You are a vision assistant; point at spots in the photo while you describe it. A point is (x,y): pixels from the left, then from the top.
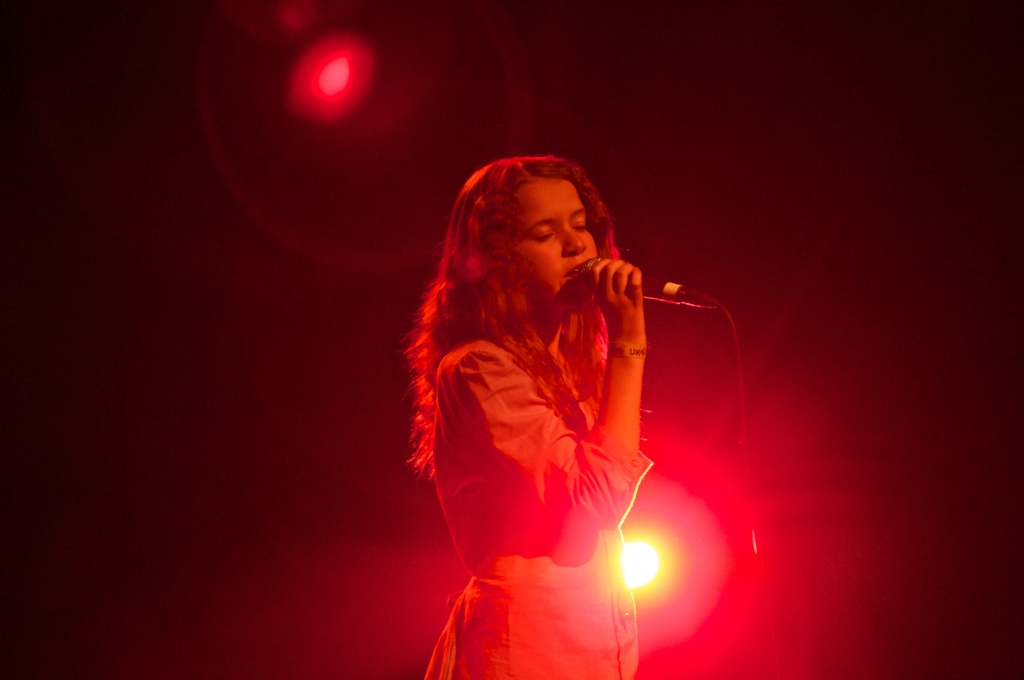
In this image I can see a woman (575,425) holding a mike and I can see a light focus (688,437) and background (76,520) is very dark.
